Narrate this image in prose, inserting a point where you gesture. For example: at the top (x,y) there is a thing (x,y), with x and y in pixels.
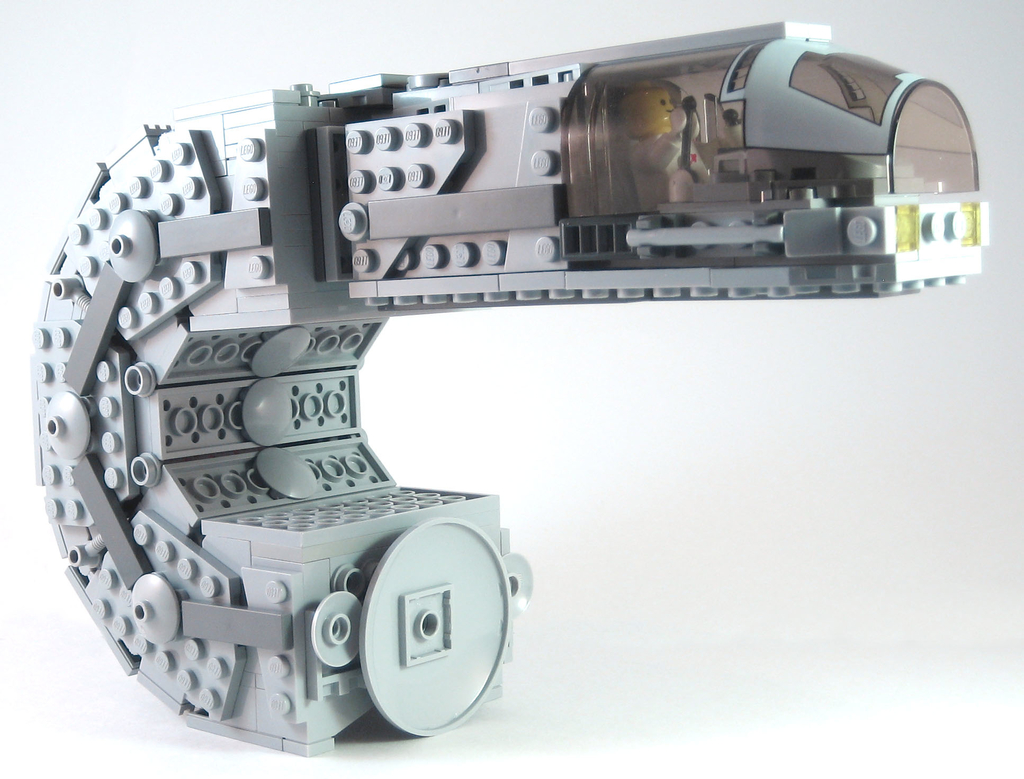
In the center of the image (488,262) we can see an object (275,342) is present.
